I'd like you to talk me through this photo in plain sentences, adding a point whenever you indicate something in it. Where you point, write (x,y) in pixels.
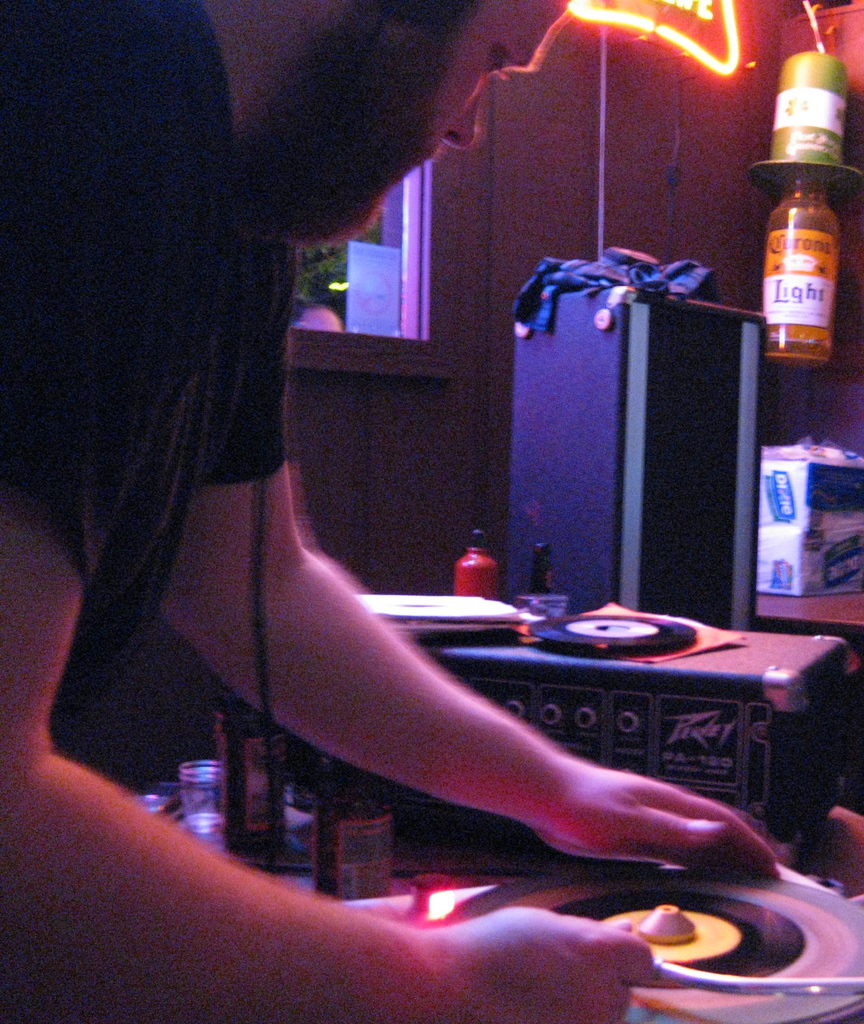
In the picture I can see a man (267,363) is standing and holding an object (601,915) over here. In the background (583,447) I can see led board (676,37), box (707,534) and some other objects (619,700). I can also see a wall (502,210) and other objects (621,727) over here.
